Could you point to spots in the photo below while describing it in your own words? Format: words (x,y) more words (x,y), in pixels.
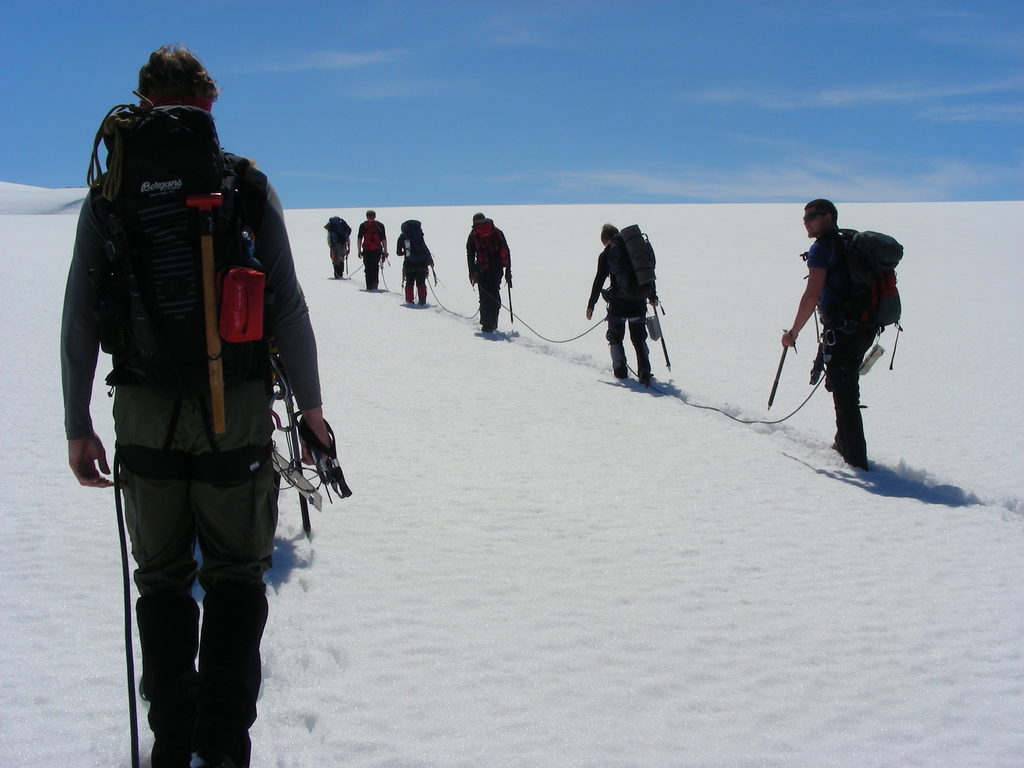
In the picture we can see a man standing on the snow surface (389,732), he is with a jacket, wearing a bag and holding some stick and wires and beside him also we can see some people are walking in the line they are also in a jacket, wearing bags (874,302), holding sticks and wires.
